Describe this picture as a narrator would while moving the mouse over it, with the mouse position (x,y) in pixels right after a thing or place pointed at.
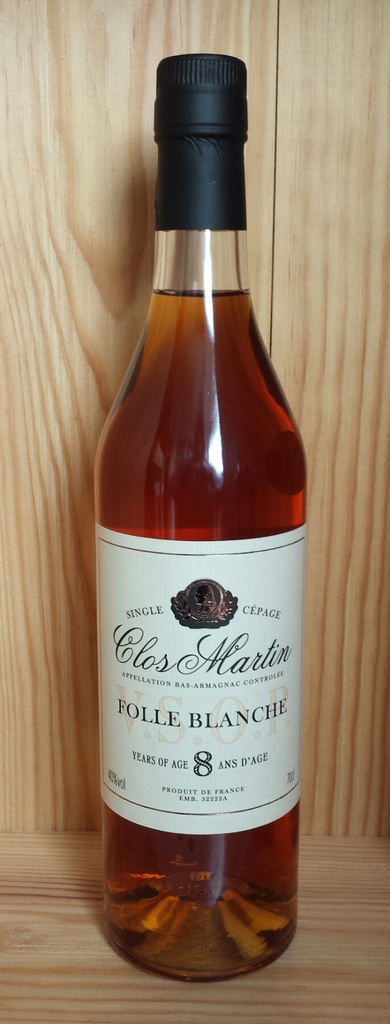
In the picture it is a bottle (177,520) of some drink (184,452) the label (175,656) is of white color and it is written as "FOLLE BLANCHE" it is a sealed bottle (241,538), the bottle (182,417) is sealed with black cap (205,126) it is placed on a wooden background (258,983).
